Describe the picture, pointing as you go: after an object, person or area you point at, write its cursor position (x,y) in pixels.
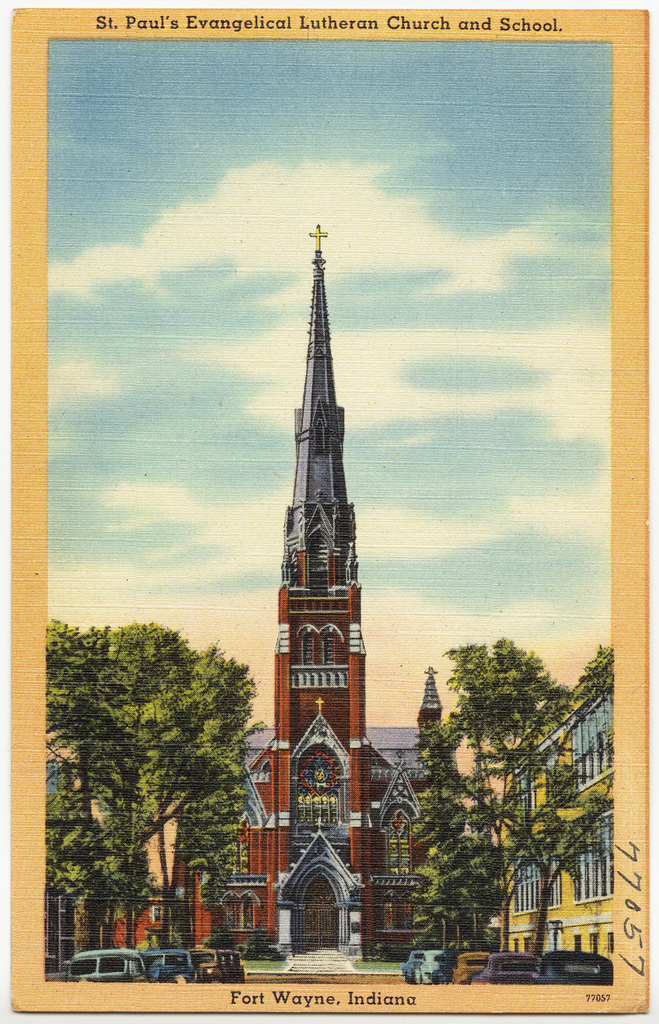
In this image we can see a painting (290,485). In the center of the image (306,584) there is a building (273,861). On the right (540,660) and left side of the image (105,642) we can see buildings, cars (490,965) and trees (140,809). In the background (278,121) there are clouds (315,169) and sky (214,111).
